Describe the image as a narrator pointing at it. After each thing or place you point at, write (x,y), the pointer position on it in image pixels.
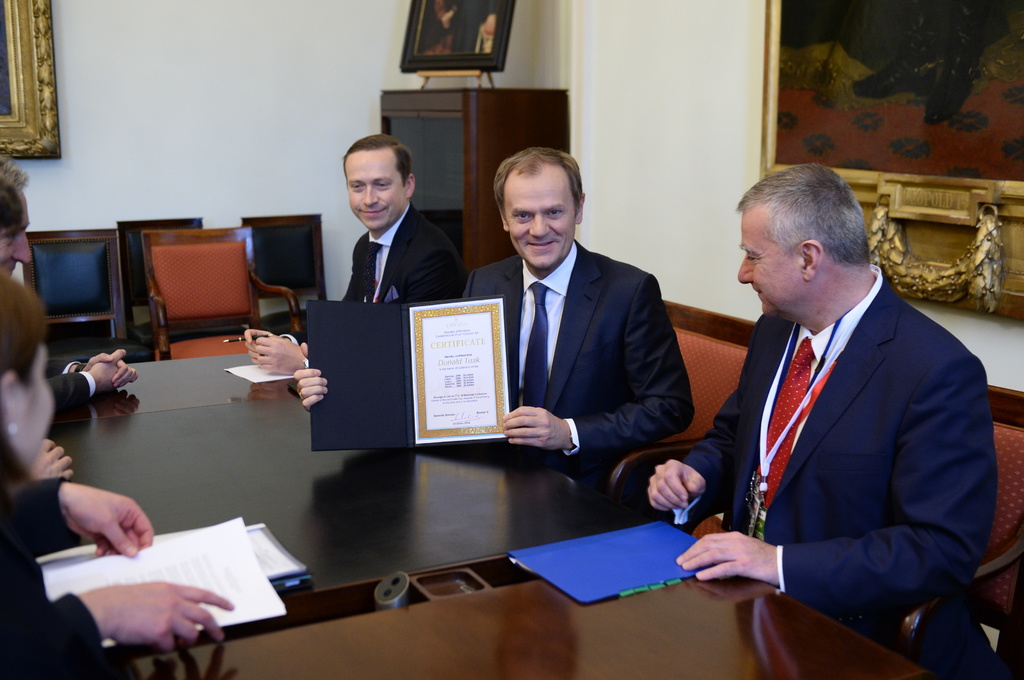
There are five persons (43,520) sitting on the chairs (730,369) among them one man (522,367) is holding and showing certificate (435,384). This is a table (376,557) with file (276,554), papers (249,554) on it. These are the empty chairs (195,277). At background (407,119) I can see some wooden object (479,143) with some photo frame (492,58) placed on it. At the top left corner (40,101) I can see a frame (29,67) which is attached to the wall (61,59) and I can see another frame (765,99) attached to the wall (726,85).
